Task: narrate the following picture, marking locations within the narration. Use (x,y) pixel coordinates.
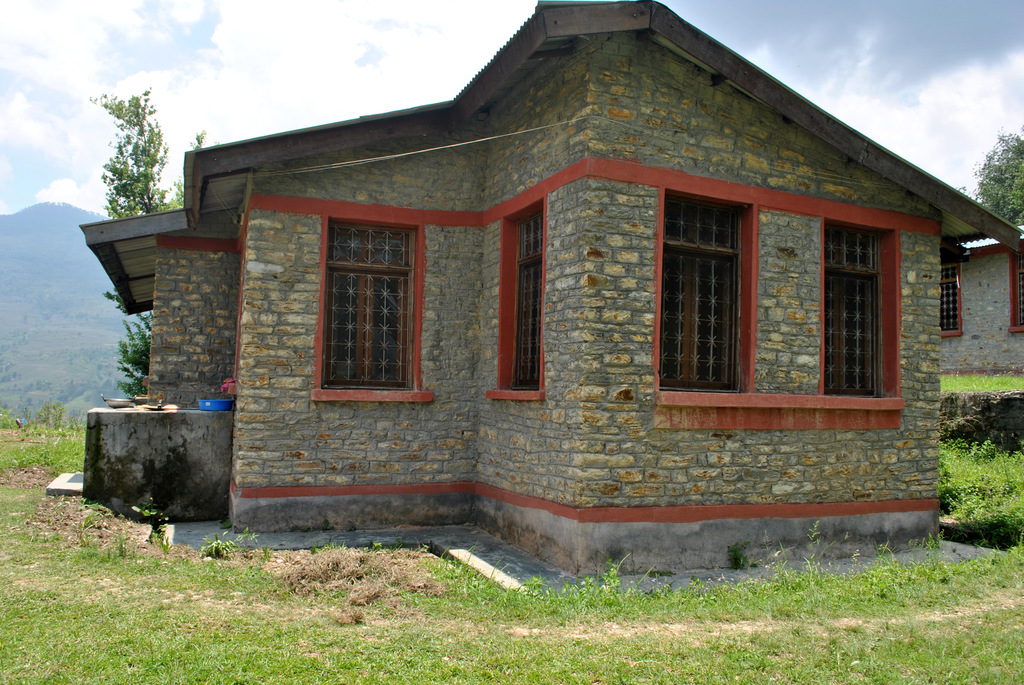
In this picture we can see few houses (549,214), trees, plants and grass (430,570), and also we can see few bowls (146,401) and a basket (202,404) on the left side of the image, in the background (45,296) we can find a hill (45,296) and clouds (189,110).
